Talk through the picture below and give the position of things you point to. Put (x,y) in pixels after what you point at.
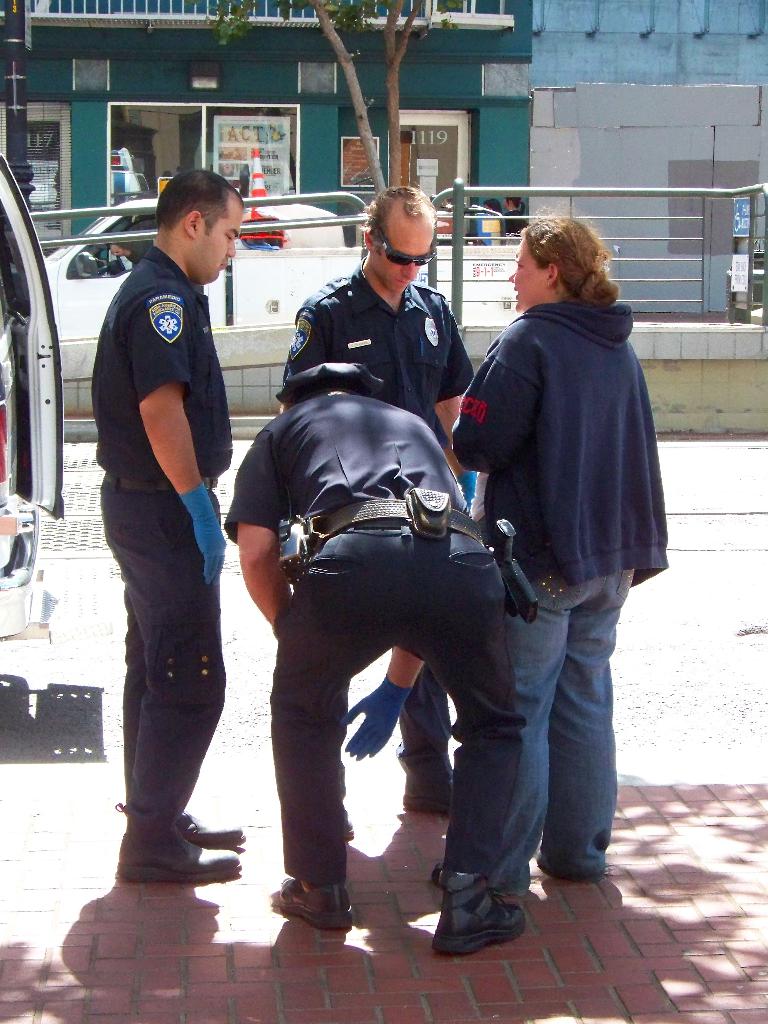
In this image, there are four persons (346,629) standing. In the background (246,236), there are buildings (335,81), tree (391,177), vehicle (262,294) and iron grilles (276,228).
